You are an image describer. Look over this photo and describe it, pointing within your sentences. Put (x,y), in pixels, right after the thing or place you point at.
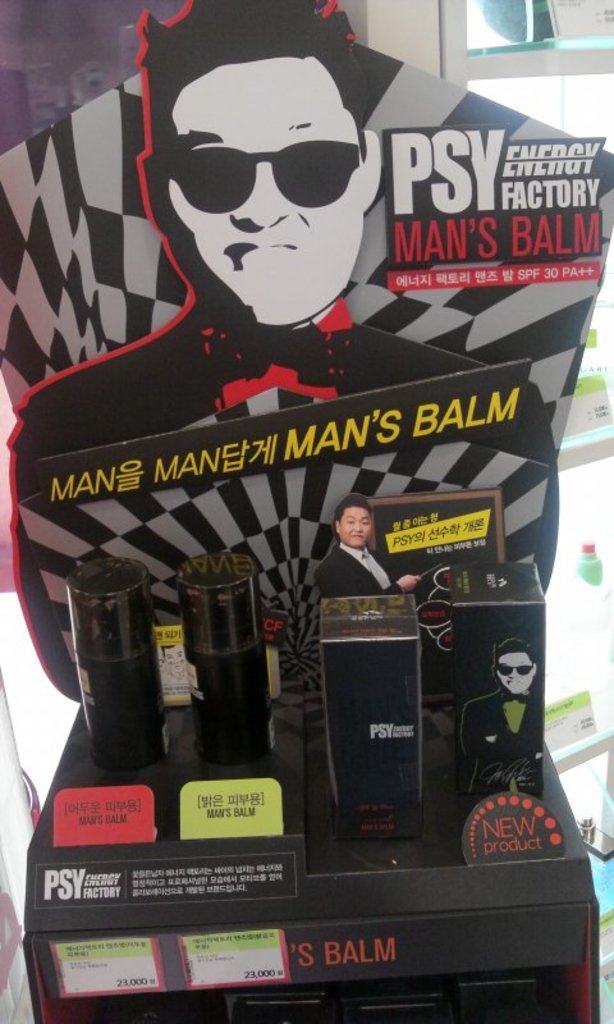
Here we can see a hoarding (293,275) and some texts (509,220) written on it and there are two bottles (78,572) and two boxes (353,749) on a table (300,950). In the background (445,67) we can see glass shelves (567,568) and there are some products (513,10) on them.
